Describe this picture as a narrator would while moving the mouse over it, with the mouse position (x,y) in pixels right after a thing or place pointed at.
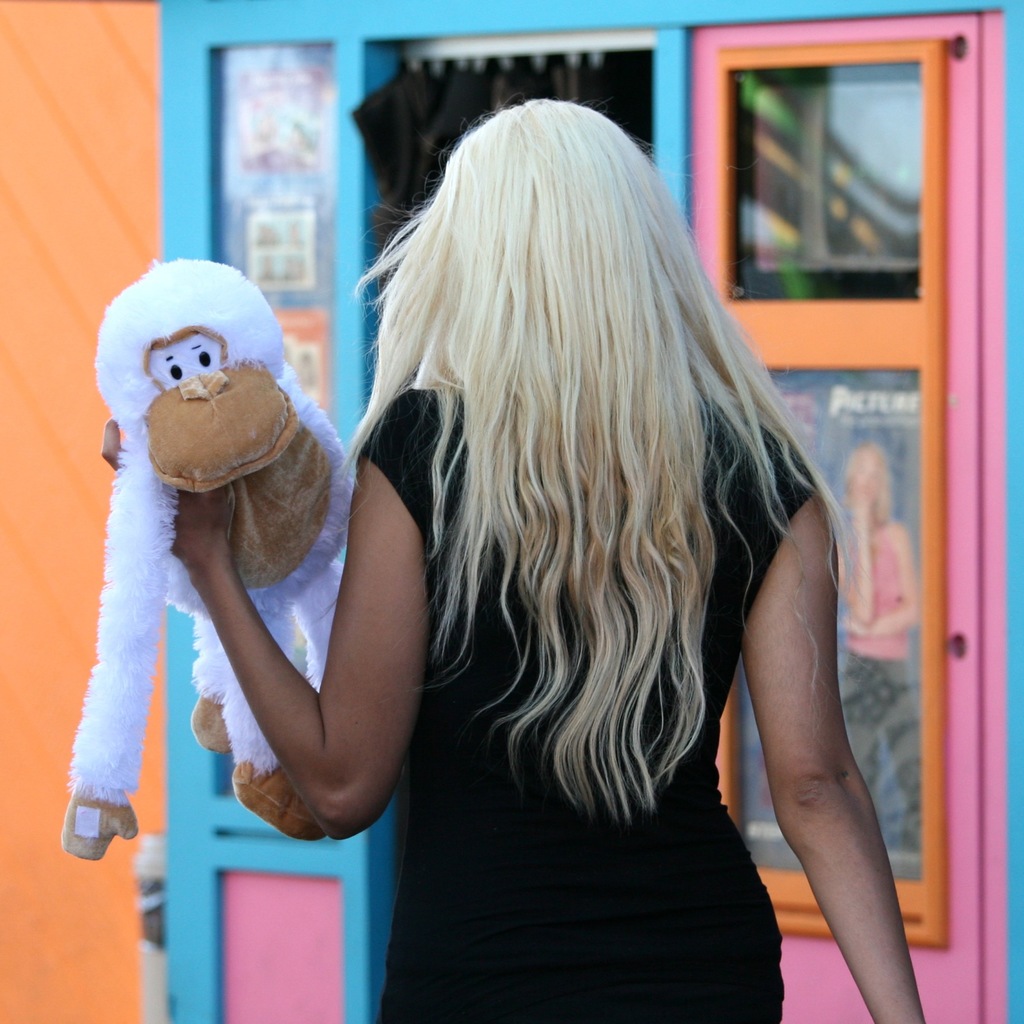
In this picture we can see a person (421,821) and this person (479,864) is holding a toy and in the background (1002,744) we can see a wall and doors (962,792).
